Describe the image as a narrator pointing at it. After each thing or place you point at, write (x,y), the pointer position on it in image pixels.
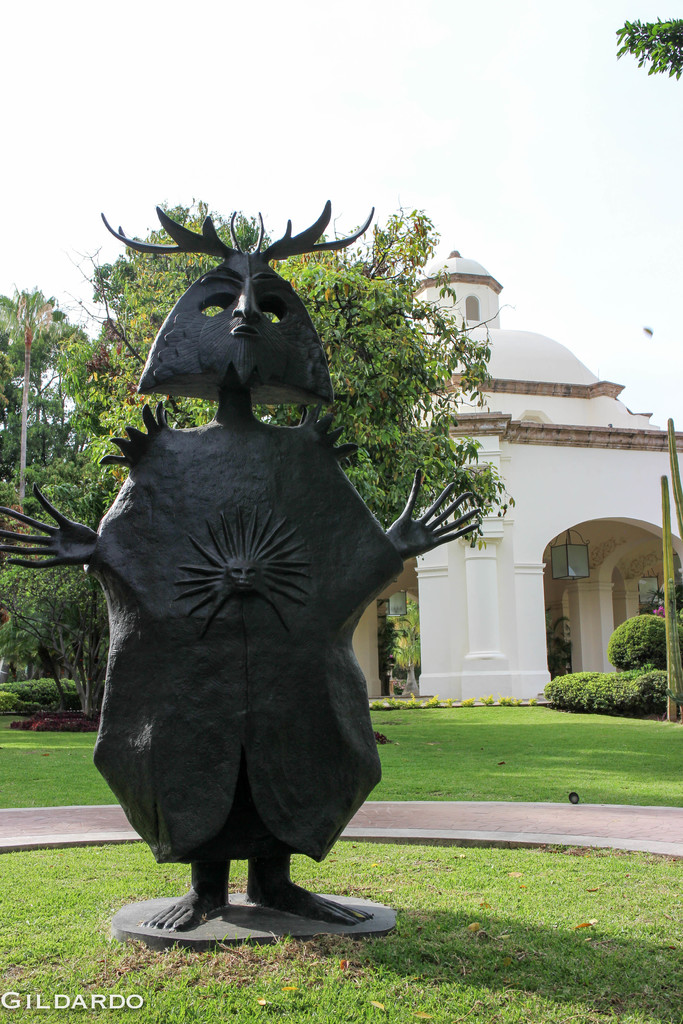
In this picture I can see a statue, there is a house (472,673), grass (543,853), there are plants (666,697), trees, and in the background (535,129) there is sky (304,90) and there is a watermark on the image.
